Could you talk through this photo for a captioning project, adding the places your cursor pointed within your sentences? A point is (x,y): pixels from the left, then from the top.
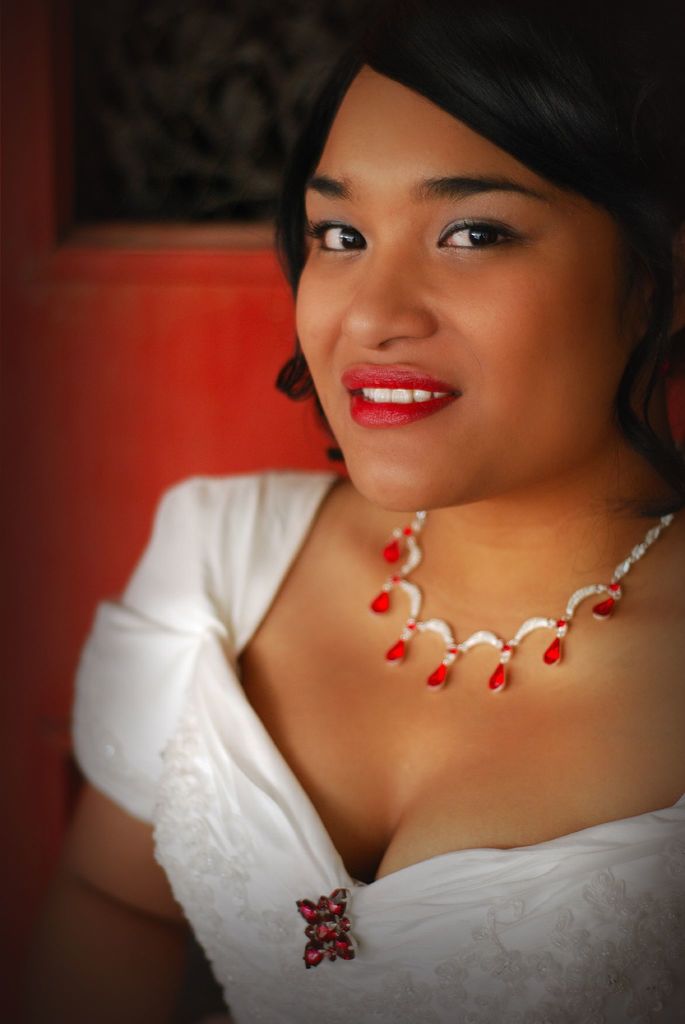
In this image I can see a woman (274,737) wearing white color dress (224,809), smiling and giving pose for the picture. In the background (207,401), I can see a red color object (118,392) which seems to be a door (132,411).
